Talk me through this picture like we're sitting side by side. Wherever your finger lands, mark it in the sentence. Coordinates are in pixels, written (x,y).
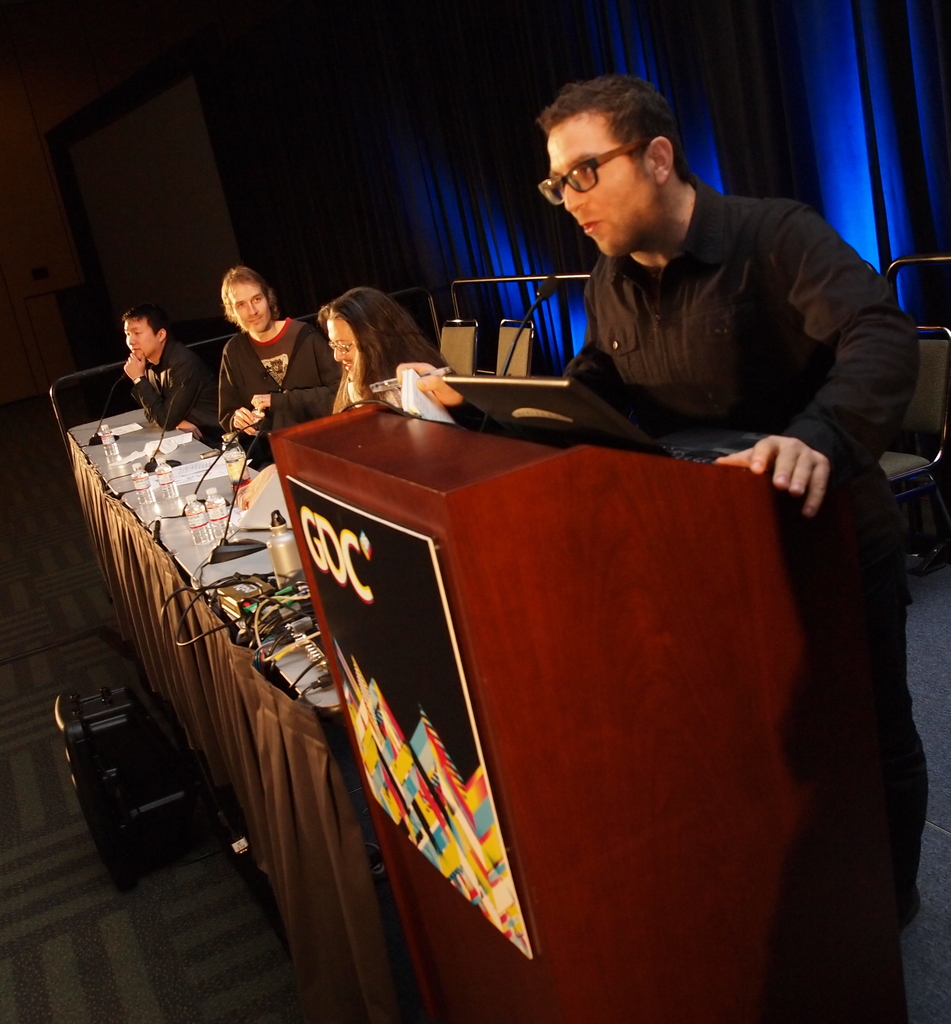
This picture shows few people (198,406) seated on the chairs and man (669,328) standing at a podium (722,526) and speaking with the help of a microphone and we see few water bottles (191,523) and papers (195,472) on the table (268,779).
